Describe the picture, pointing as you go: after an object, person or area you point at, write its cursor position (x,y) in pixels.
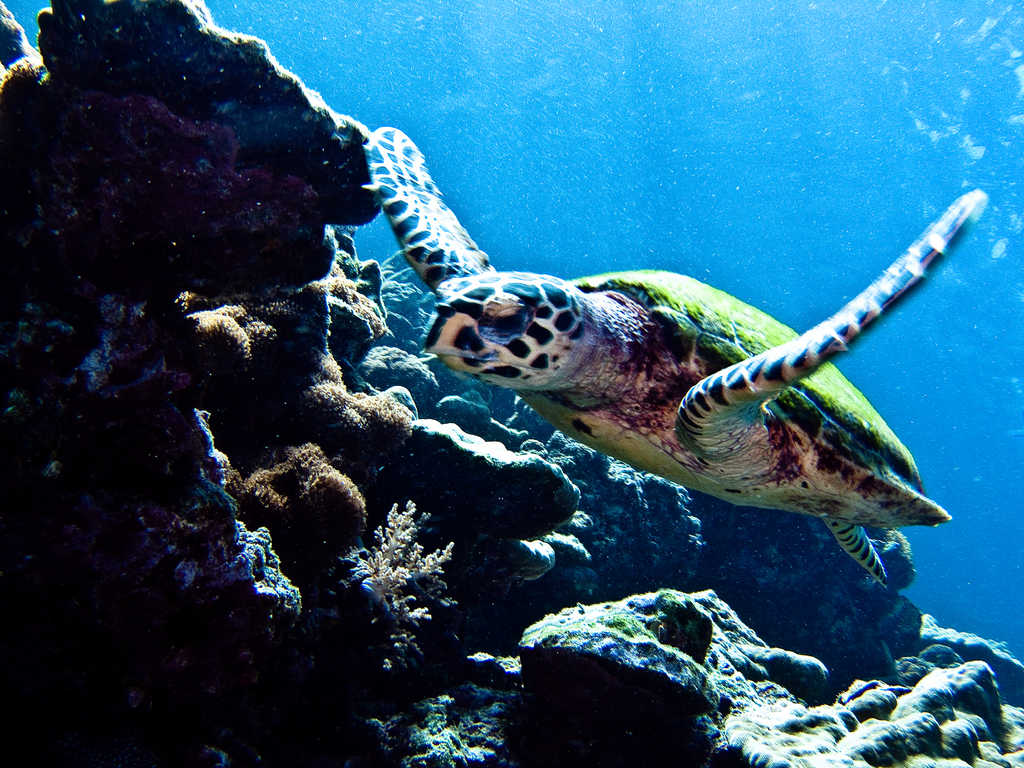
In this image I can see a turtle (703,374) swimming in the water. There are rocks (452,620) and plants (402,606) at the back (458,641).
